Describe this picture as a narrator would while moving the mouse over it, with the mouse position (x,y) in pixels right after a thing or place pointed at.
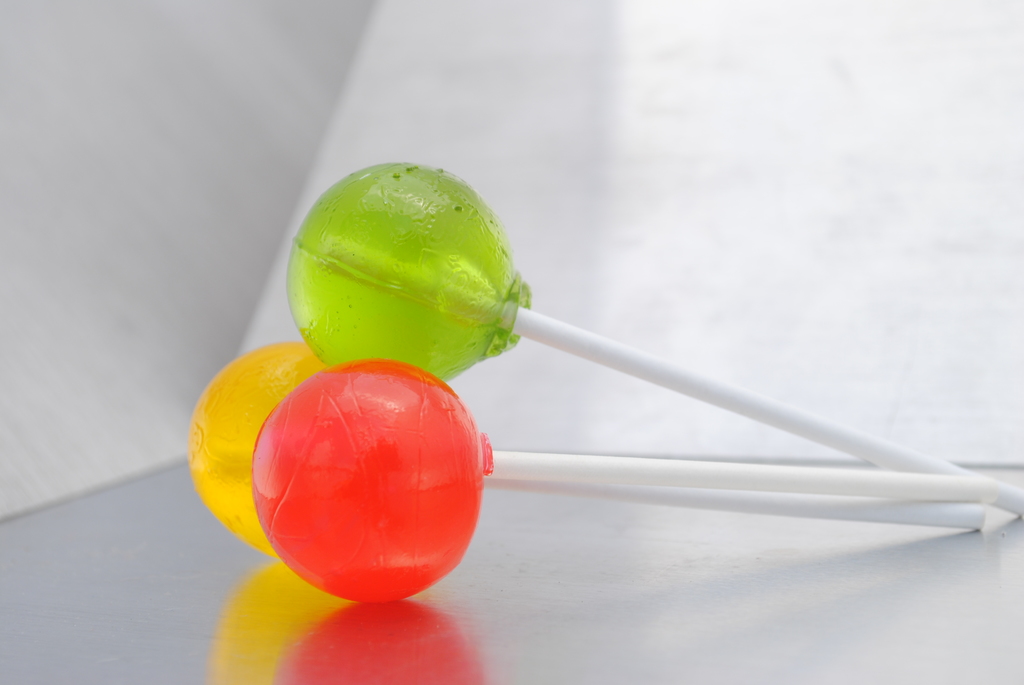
In this image we can see yellow, red and green color lollipops (399,478) are placed on the surface (741,558). The background of the image (880,88) is in white color.
